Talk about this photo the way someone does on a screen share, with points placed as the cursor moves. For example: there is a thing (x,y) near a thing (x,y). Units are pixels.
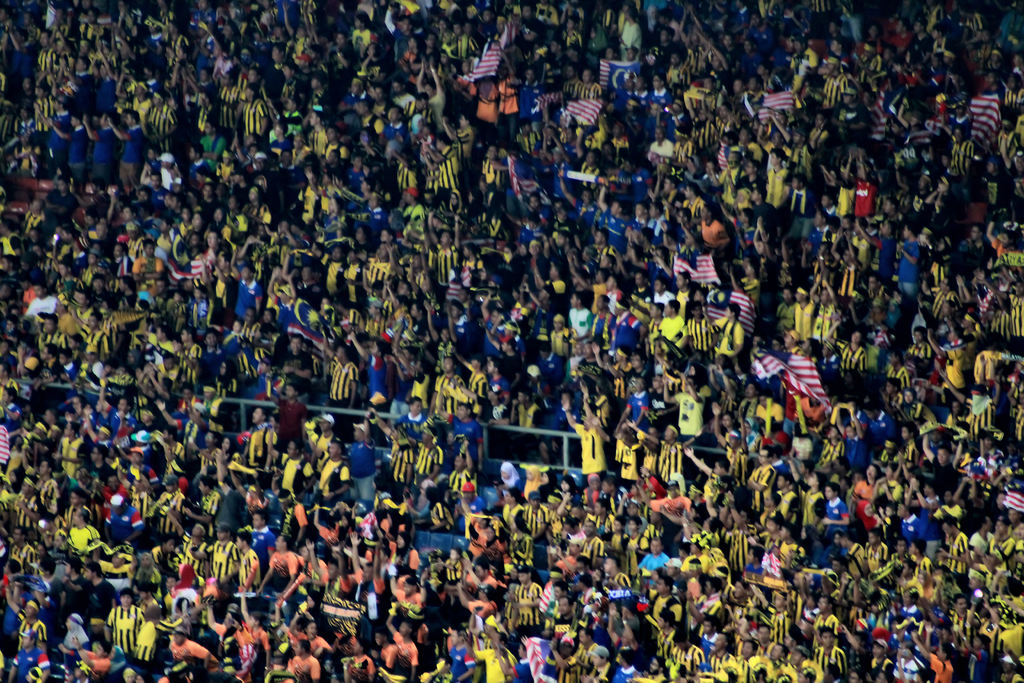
In this image, we can see a crowd of people (461,317), poles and flags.
